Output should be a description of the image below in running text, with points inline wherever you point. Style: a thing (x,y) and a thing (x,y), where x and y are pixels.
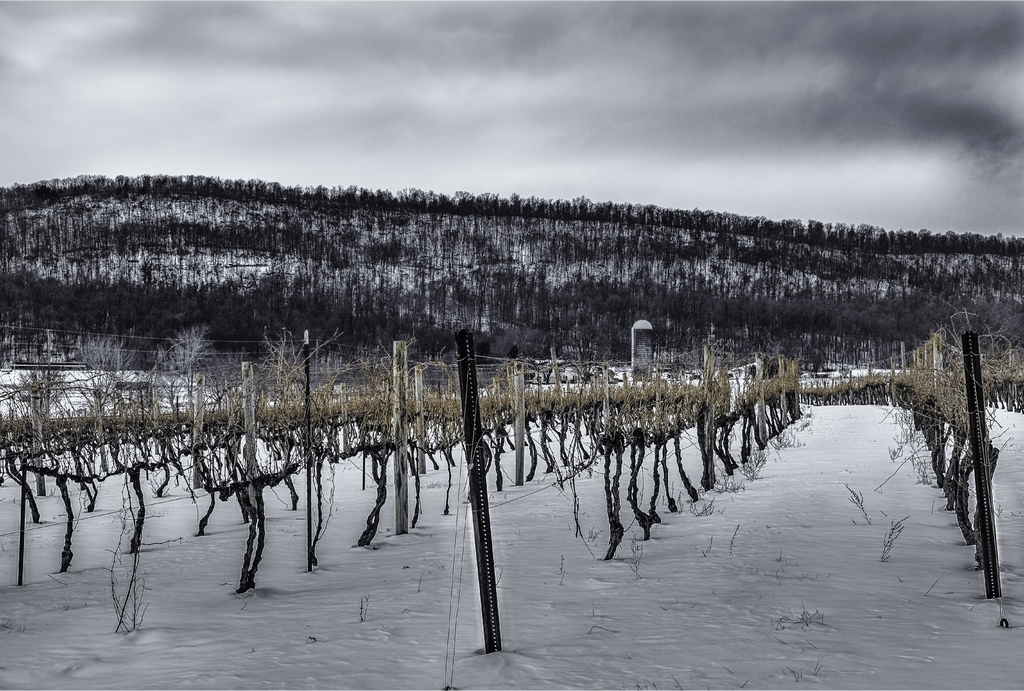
In this picture we can see few metal rods (466,410), trees (717,393) and pillars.
